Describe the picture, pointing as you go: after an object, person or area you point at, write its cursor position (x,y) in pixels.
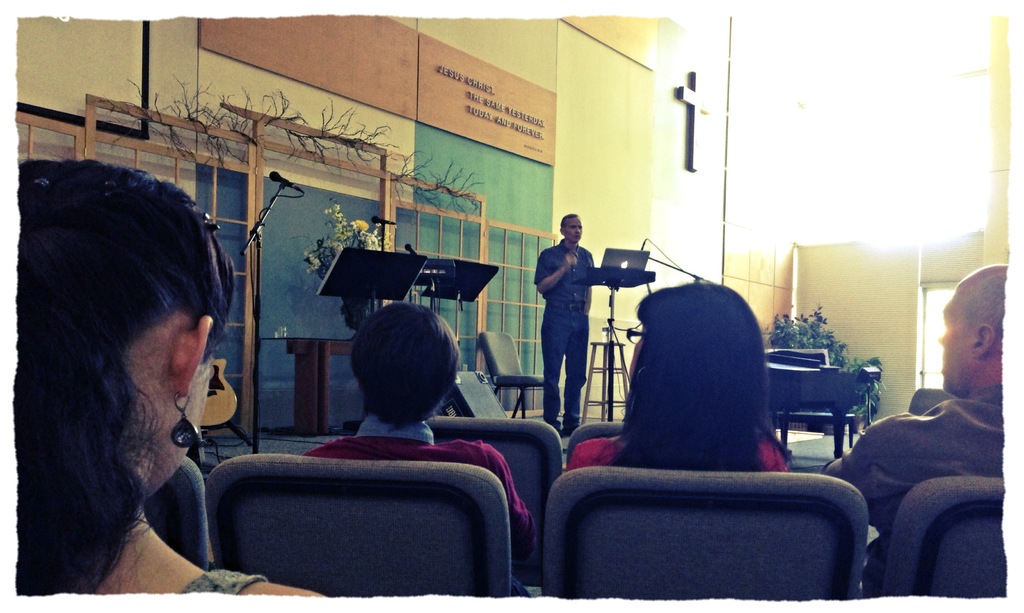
In the center of the image (574,355) we can see a man (570,330) standing, before him there is a podium (611,375) and we can see a laptop (624,263) placed on the podium (623,277) and there are mics (268,205). We can see a flower vase (326,270) placed on the table (318,365). At the bottom (923,463) there are people (340,447) sitting. In the background (699,252) there is a wall (503,187) and we can see a cross (684,100) and board (471,97) placed on the wall (474,152). On the right (796,334) there are plants (839,351) and we can see a stand (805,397).
